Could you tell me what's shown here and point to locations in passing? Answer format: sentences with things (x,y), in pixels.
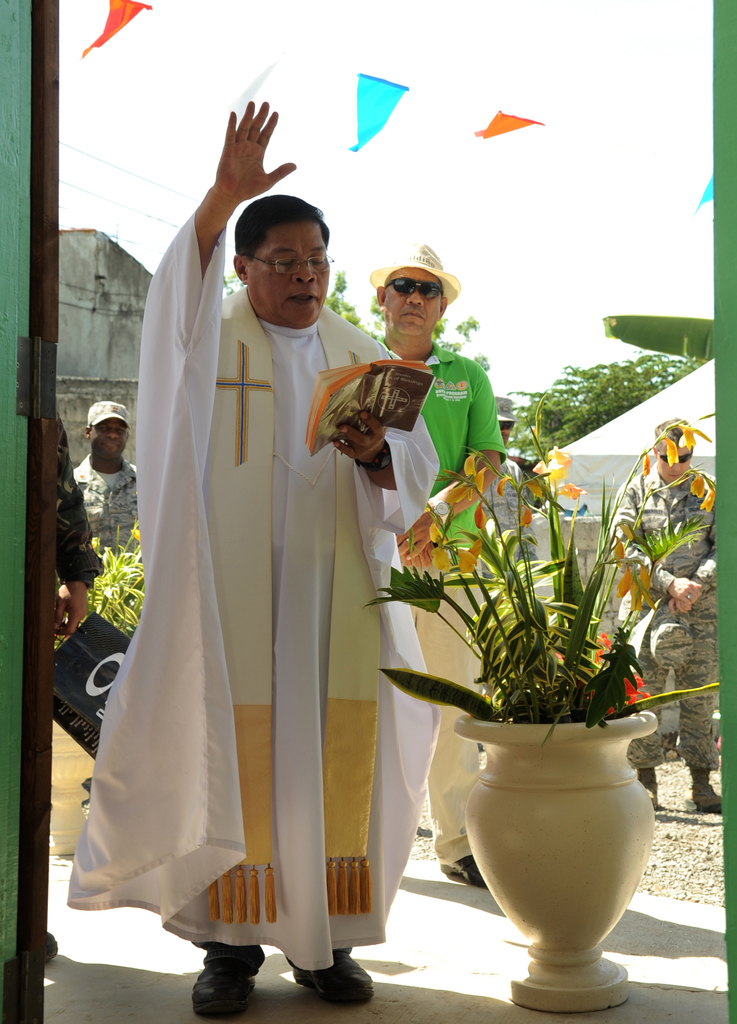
In this image in the front (276,454) there is a person (287,544) standing and holding a book (315,409) in his hand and there is a plant (525,721) in the pot (573,804). In the background (684,468) there are persons (458,447) standing, there are trees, there is a tent (627,435) which is white in colour and there is a wall (115,283). On the top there are papers (113,5) hanging.
